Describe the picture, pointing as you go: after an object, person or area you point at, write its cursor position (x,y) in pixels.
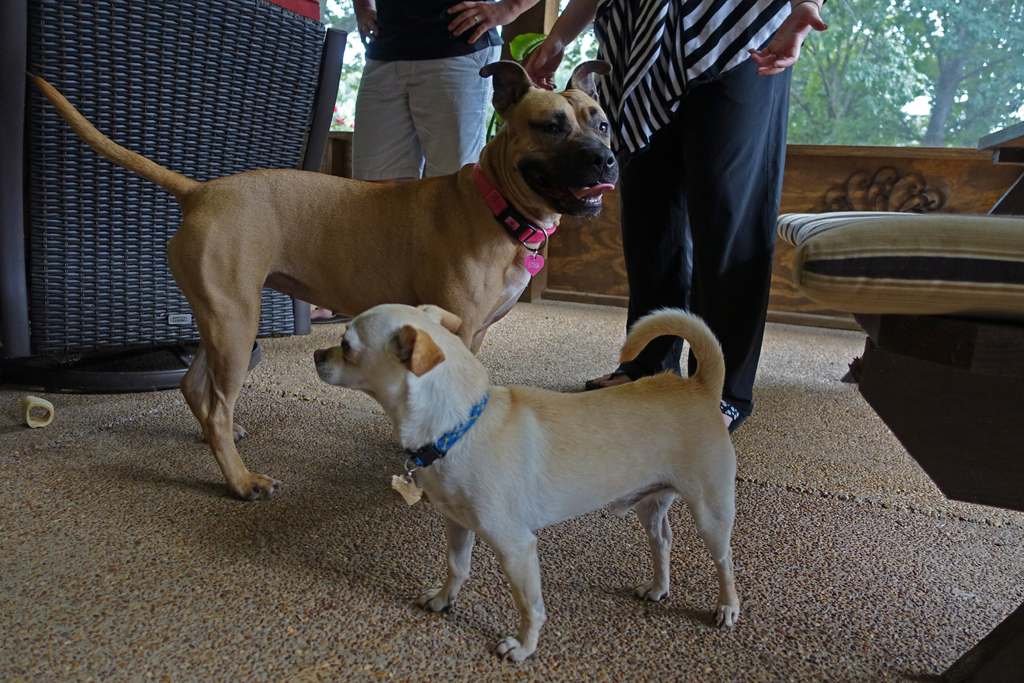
In this picture we can see there are two dogs (595,441) on the carpet (623,641) and behind the dogs (552,453) there are two people (615,58) standing and on the left (90,200) and right side of the dogs (284,240) there are some objects (188,160). Behind the people (376,76) there is a glass window (907,106) and trees (920,64).
